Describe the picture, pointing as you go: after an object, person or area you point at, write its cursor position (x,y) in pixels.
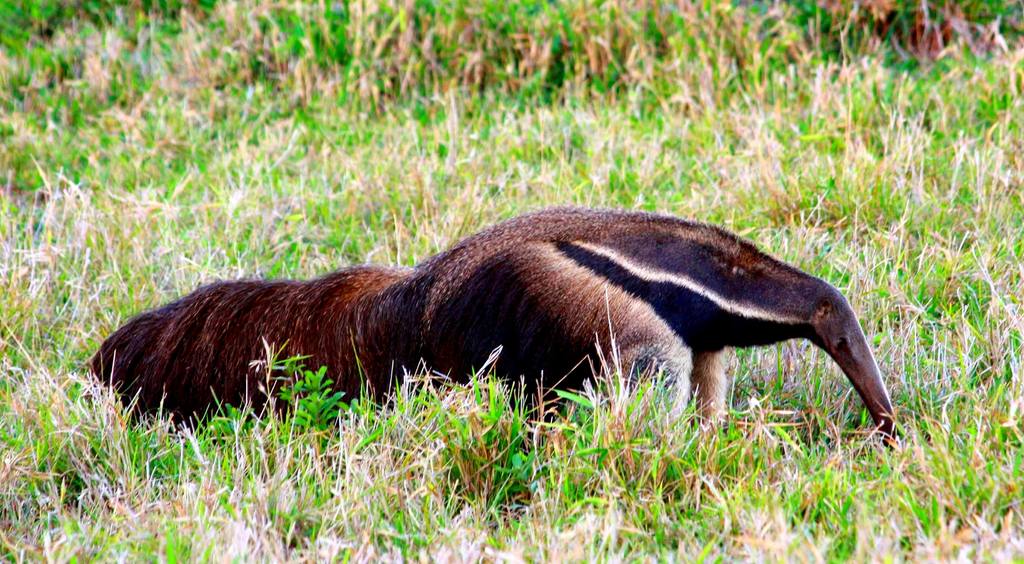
In this picture there is an animal (459,359) on the ground (347,479). We can observe some grass (403,206) on the ground (712,518). This animal (528,269) is in brown color. In the background (484,73) there is grass (481,35).
